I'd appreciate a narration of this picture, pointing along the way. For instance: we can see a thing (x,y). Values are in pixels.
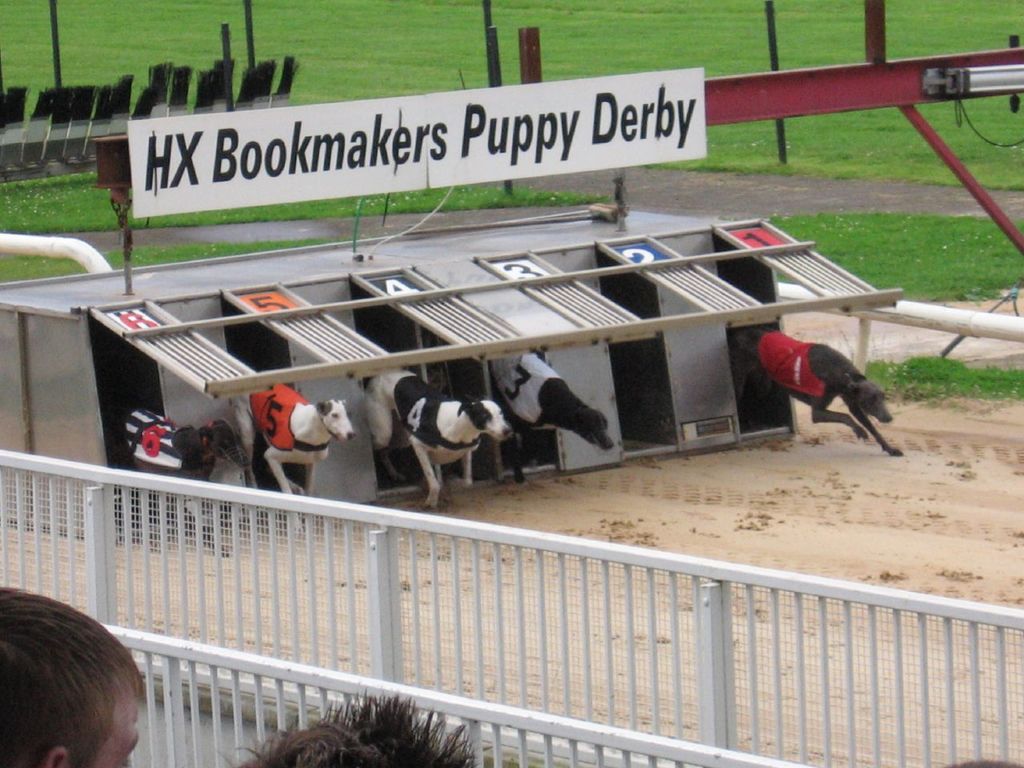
This image consist of the animals (471,437) which is in the center (602,411). In the front (348,552) there is a fence (383,611) which is white in colour and there are heads (87,669) of the persons (311,736) visible. In the background (339,133) there is a banner (402,156) with some text (442,156) written on it and there is grass (452,78) on the ground (623,32) and there is a brown colour object (812,93) on the right side of the banner (683,104).
